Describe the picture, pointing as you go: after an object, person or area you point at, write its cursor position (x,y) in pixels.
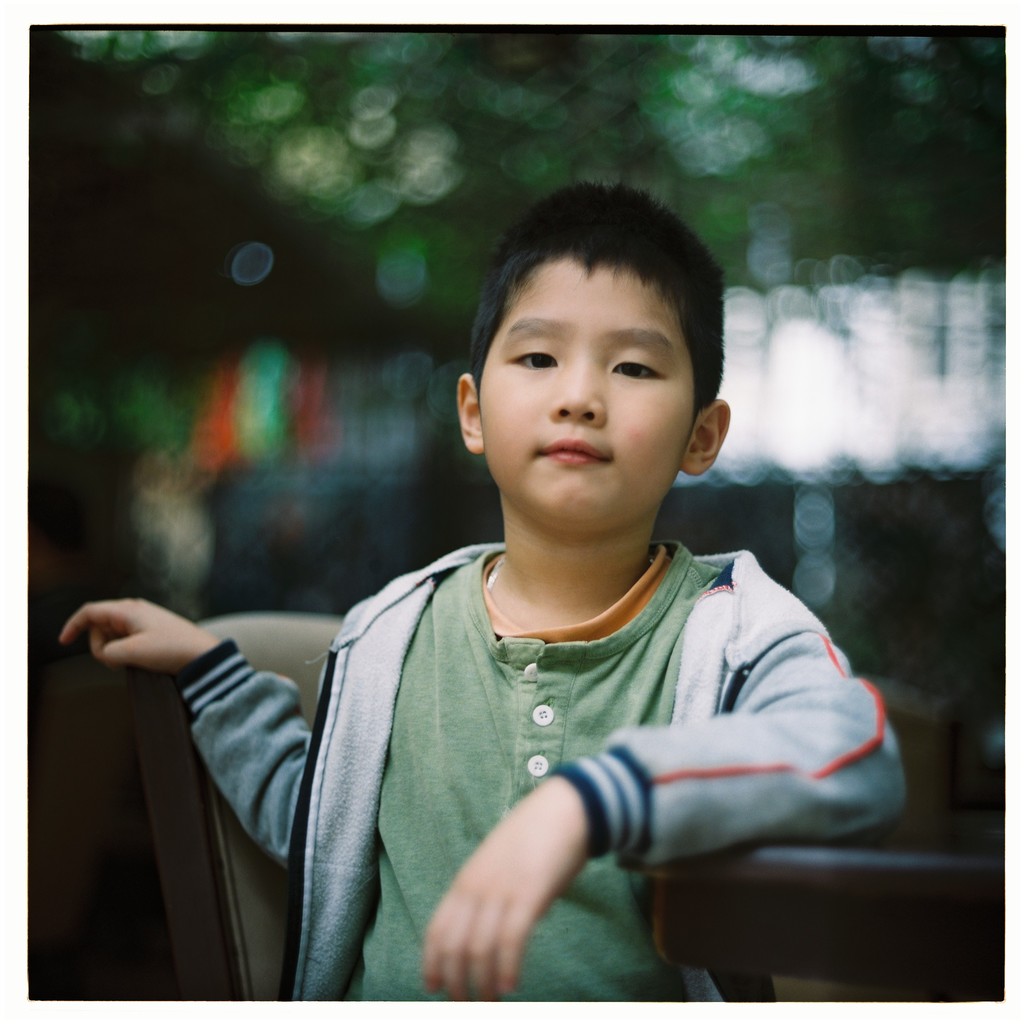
In the middle of this image (638,472), there is a child (658,495) in a gray color jacket (720,635), smiling and placing a hand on a wooden object (800,949). And the background (882,500) is blurred.
